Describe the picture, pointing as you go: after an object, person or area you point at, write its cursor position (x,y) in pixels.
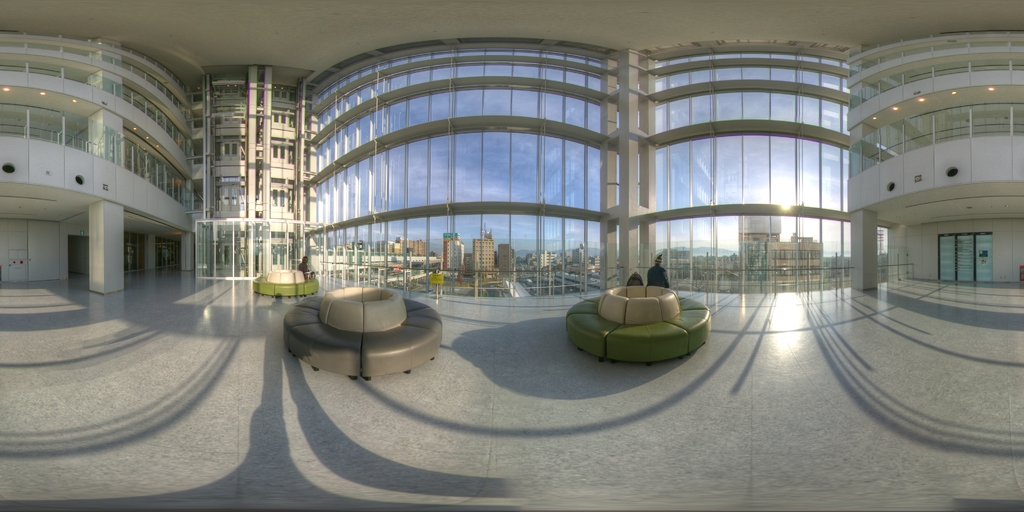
This image is clicked inside a building (618,402). There are couches (378,304) in the image and people (306,271) are sitting on it. There are lights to the ceiling (68,105). There is a glass wall (388,157) and through it we can see buildings (499,250) and sky (524,190).
